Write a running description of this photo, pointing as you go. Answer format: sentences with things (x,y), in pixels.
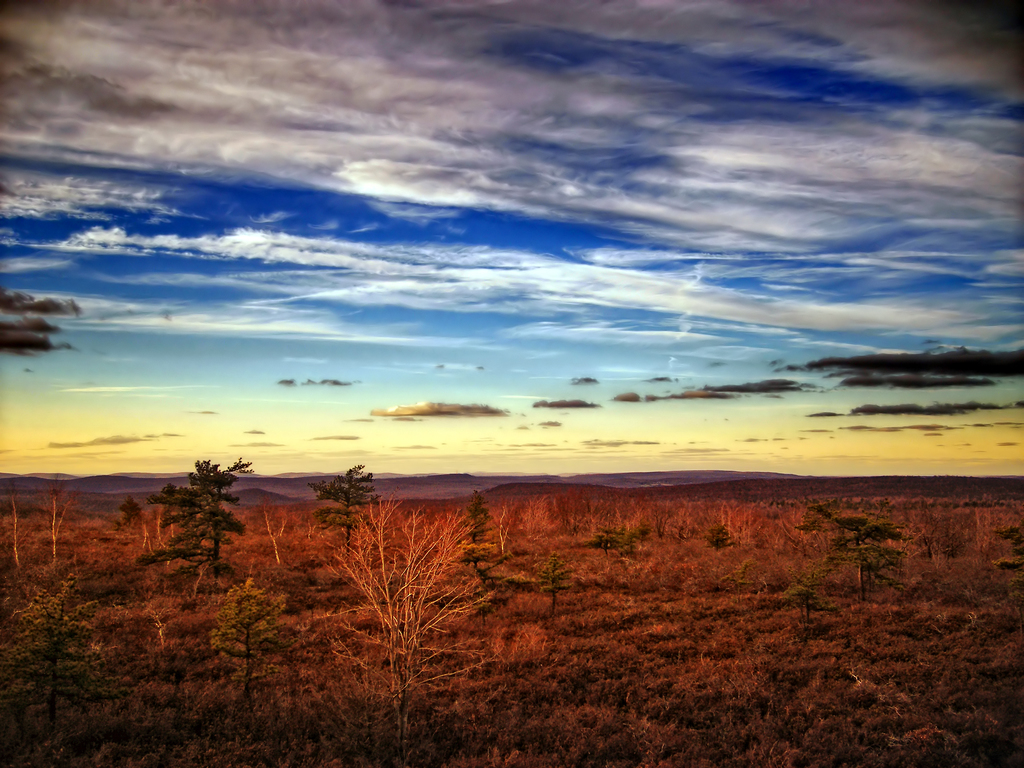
In this picture we can see the grass (590,631), trees (218,538) and in the background (374,141) we can see the sky (374,141) with clouds (419,215).
